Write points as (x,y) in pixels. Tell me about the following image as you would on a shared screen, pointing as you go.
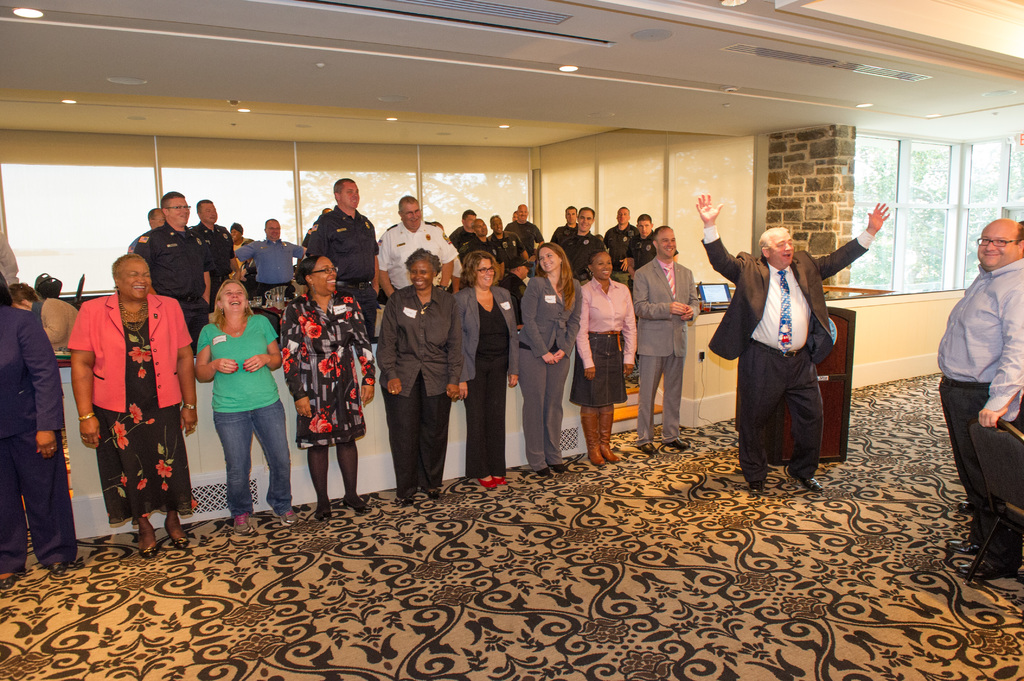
In this picture I can see in the middle (522,305) a group of people (506,297) are standing and also laughing, on the right side (781,260) a man (831,263) is standing by raising his hands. In the background (898,229) there are glass windows (976,159), at the top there are ceiling lights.
